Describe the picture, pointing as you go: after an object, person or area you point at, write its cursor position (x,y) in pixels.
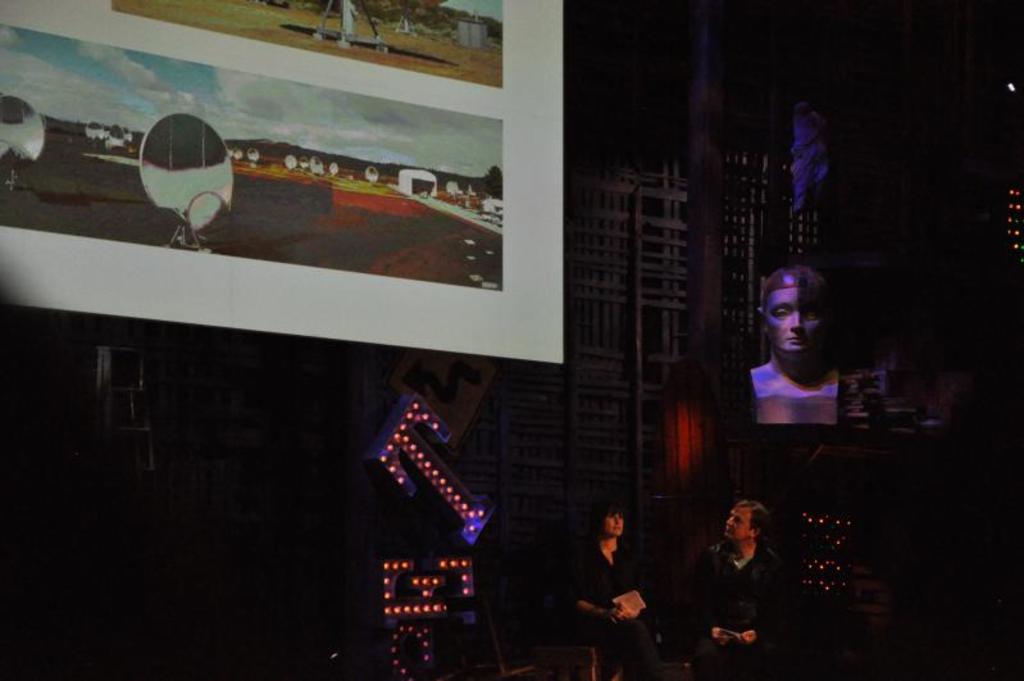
In this image I can see a man (727,550) and a woman (627,582) are sitting. Here I can see board (254,193) which has some pictures (156,177) on it. On the right side (790,305) I can see a statue (790,361) and some other objects (469,540).
